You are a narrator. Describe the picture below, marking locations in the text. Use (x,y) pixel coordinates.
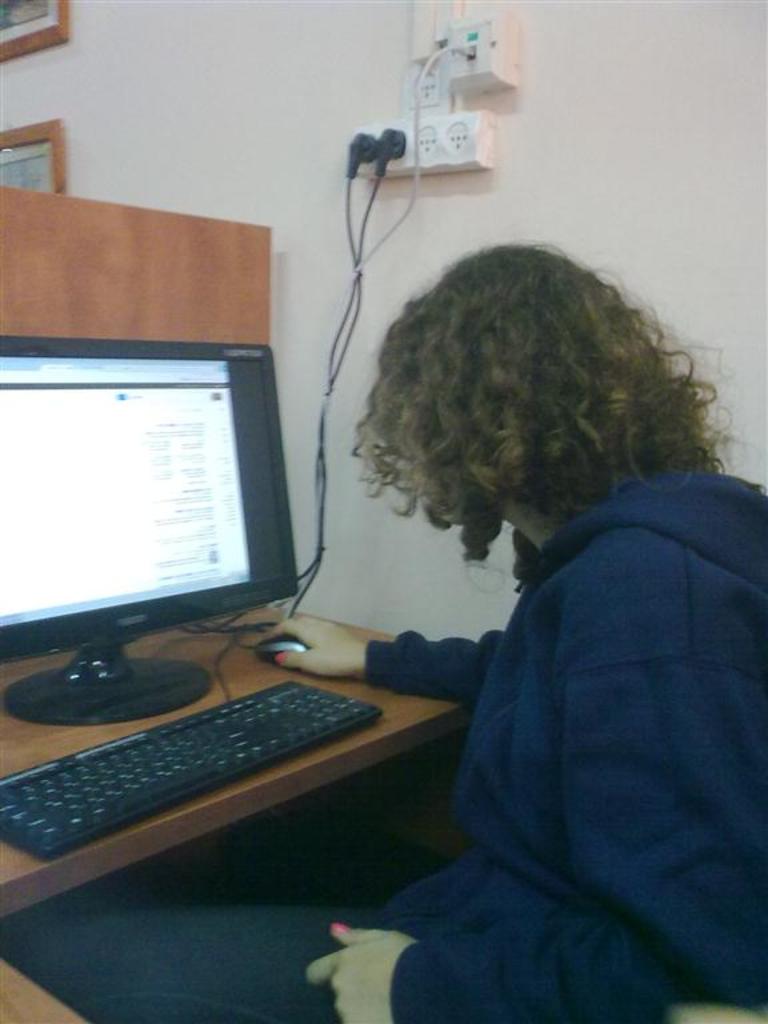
In the image there is a person (574,624) she is a woman (602,702) in front of her, there is a computer (192,694) she is working with the computer (222,591), to the right side (595,152) there is a wall (605,157) and on the wall (384,187) there is a switch port (419,139) there are two plugs (385,149) to the switch port (456,139), to the left side (58,122) there are two photo frames (43,44) to the wall (107,111).
